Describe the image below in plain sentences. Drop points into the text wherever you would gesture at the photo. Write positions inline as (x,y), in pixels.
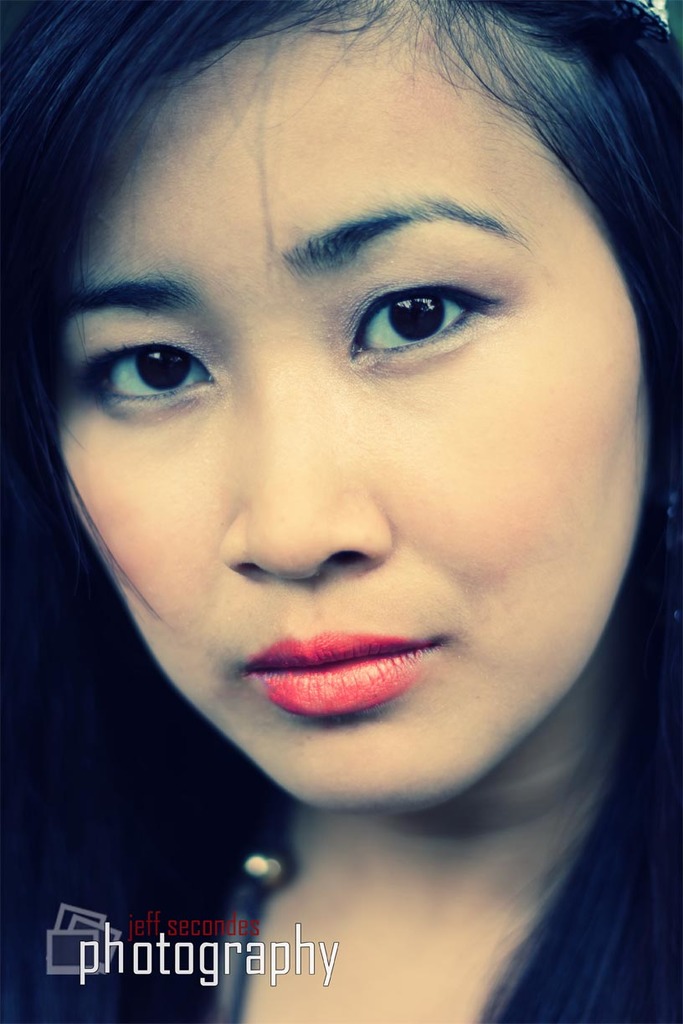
In this image we can see a woman (381,834). At the bottom (245,930) we can see some text (167,943).
